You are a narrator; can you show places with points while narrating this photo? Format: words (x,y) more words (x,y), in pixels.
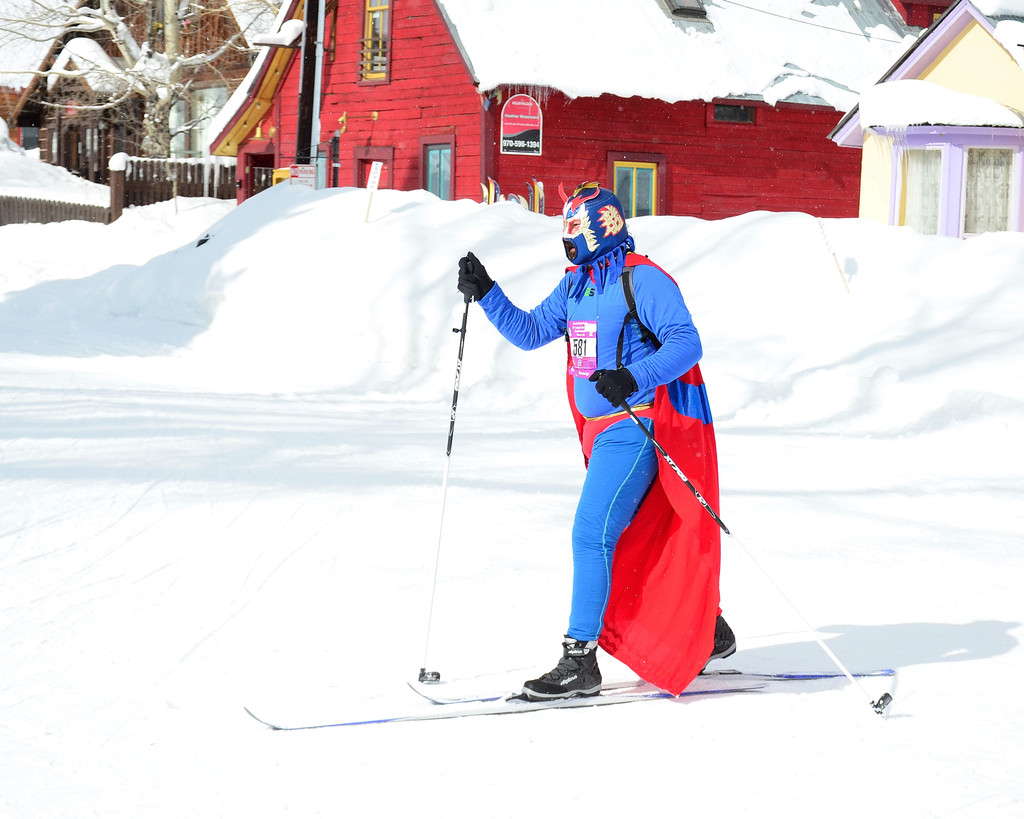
There is a person (708,460) skiing on the snow (428,762) with ski boards (453,712) and holding sticks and wore costume (622,461). In the background (727,59) we can see houses (220,59), tree (83,31) and wooden fence (152,174).
